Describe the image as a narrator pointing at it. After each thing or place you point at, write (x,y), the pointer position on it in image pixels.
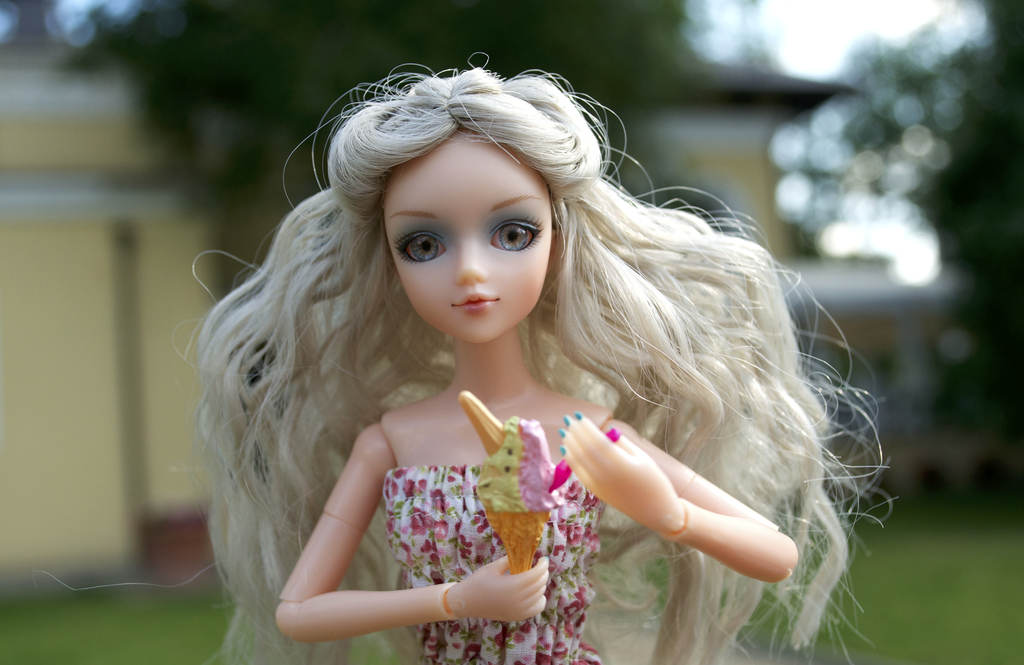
In this image, we can see a doll (398,412) who is holding an ice cream (490,498). The background (998,83) is blurred.
